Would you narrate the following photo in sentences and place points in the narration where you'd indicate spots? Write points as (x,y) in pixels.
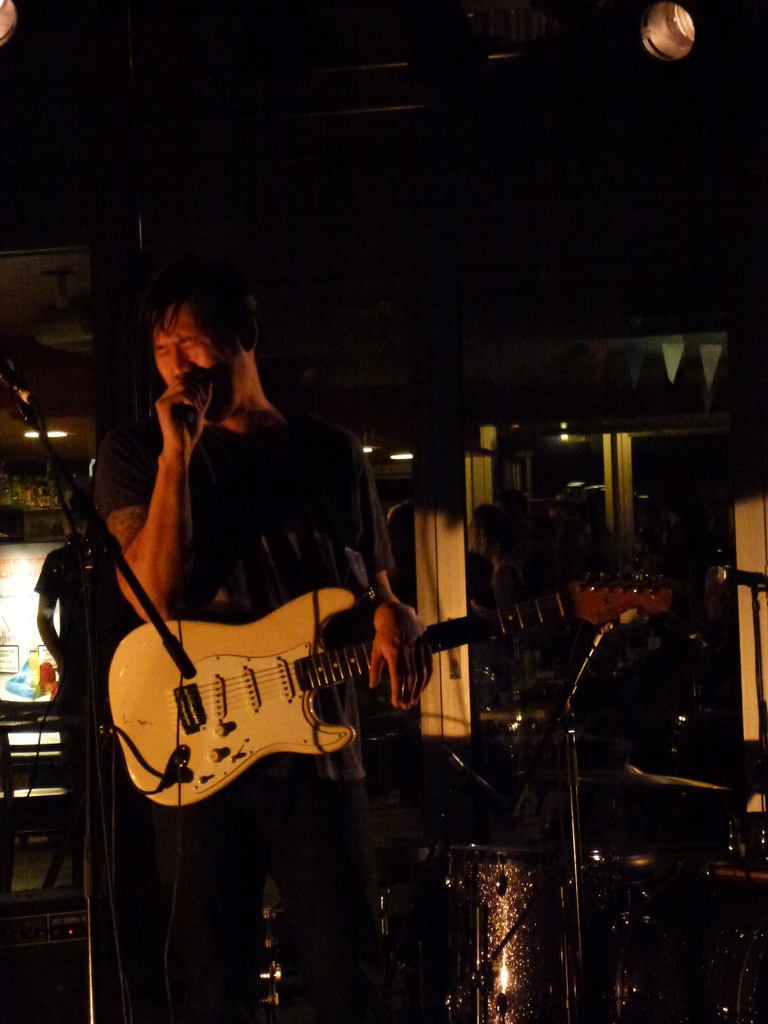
A black shirt guy (262,462) who is singing with a mic (177,416) placed in front of him and playing a guitar (229,728). In the background (501,565) we observe many people (517,518) and there are few musical instruments (546,855) beside him. There is also a light (656,39) to the roof (627,49). The picture is clicked inside a restaurant (13,464).
